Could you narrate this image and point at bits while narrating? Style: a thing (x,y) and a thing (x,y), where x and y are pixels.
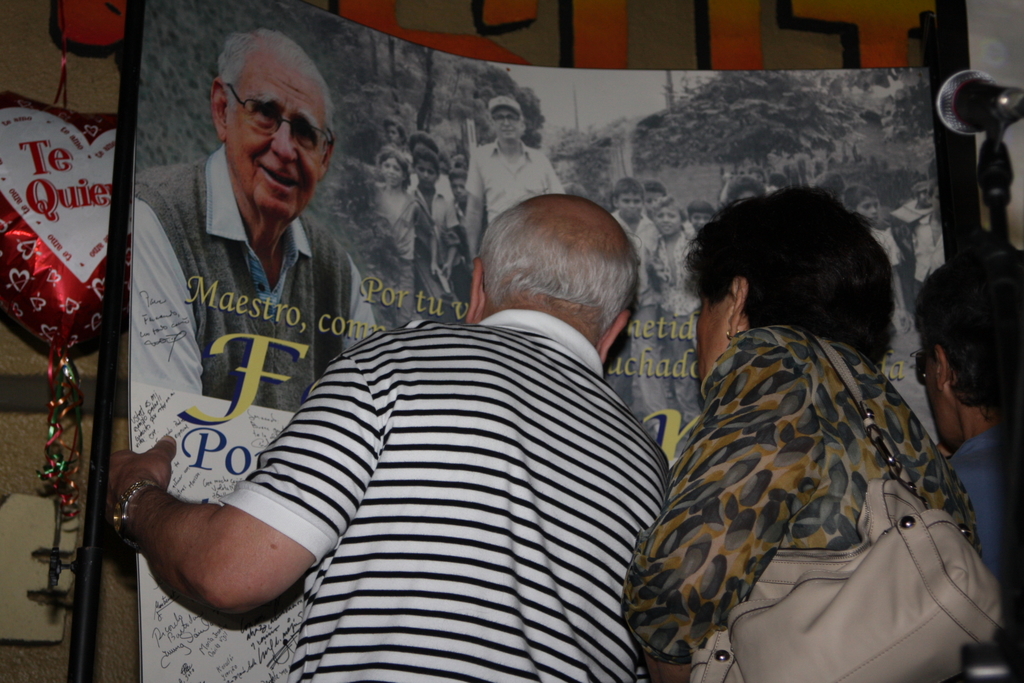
In this image we can see three persons (427,511), one of them is wearing a bag (845,628), another person (370,433) is holding a photo frame (392,317), there are text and images (282,253) of people (462,200) in the photo frame (665,324), there is a balloon (62,281), a mic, also we can see the wall (30,350).
